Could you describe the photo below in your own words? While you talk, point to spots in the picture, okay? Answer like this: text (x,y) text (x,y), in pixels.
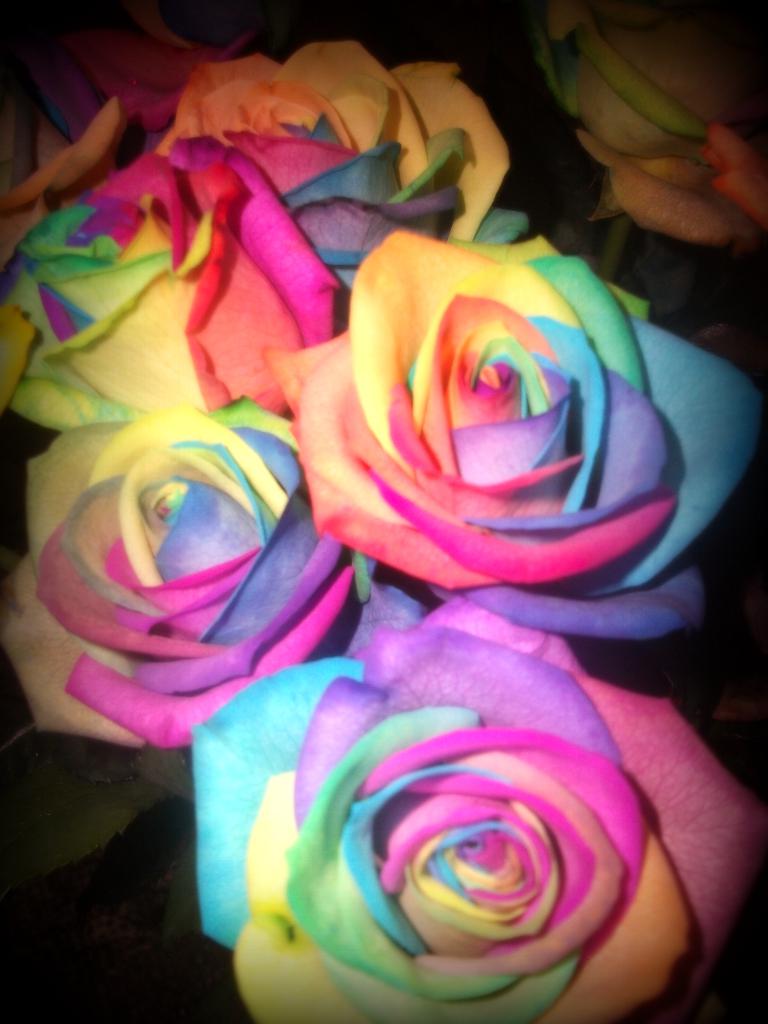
In this image I can see colorful roses (326,499).
